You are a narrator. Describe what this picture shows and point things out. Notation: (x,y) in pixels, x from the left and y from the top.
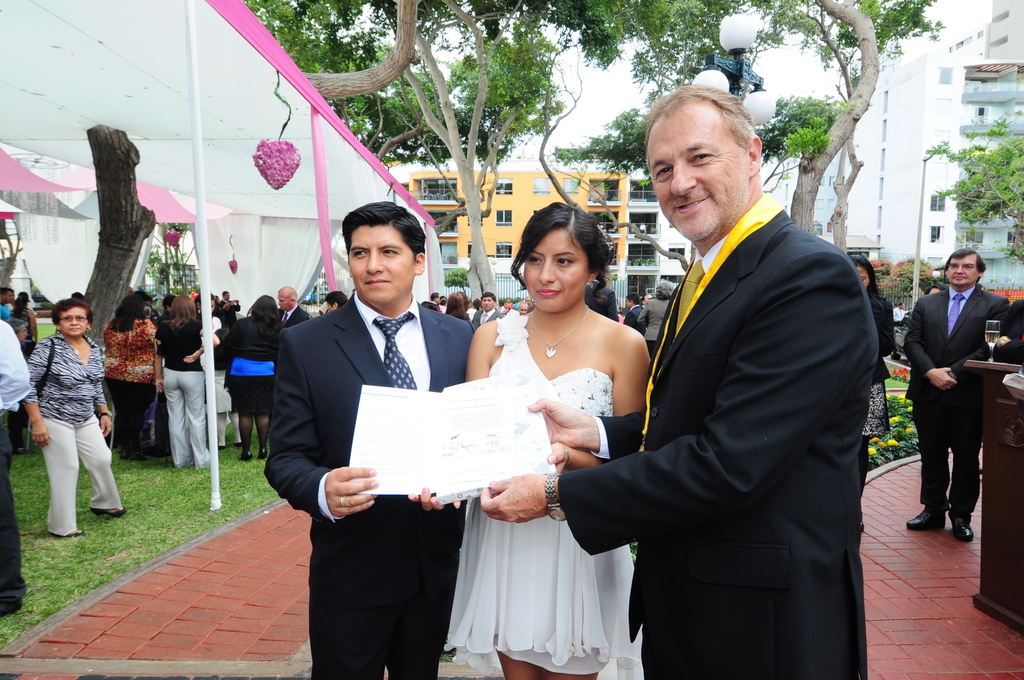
In the foreground (392,345) I can see three persons (414,567) are standing on the floor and are holding some object (460,432) in hand (587,436). In the background (900,194) I can see a table (1004,409), crowd (247,369) on grass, tents (308,274), trees (371,130), poles (921,190), fence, flowering plants (900,377), buildings (622,236), windows (645,279) and the sky (779,67). This image is taken may be during a day.
